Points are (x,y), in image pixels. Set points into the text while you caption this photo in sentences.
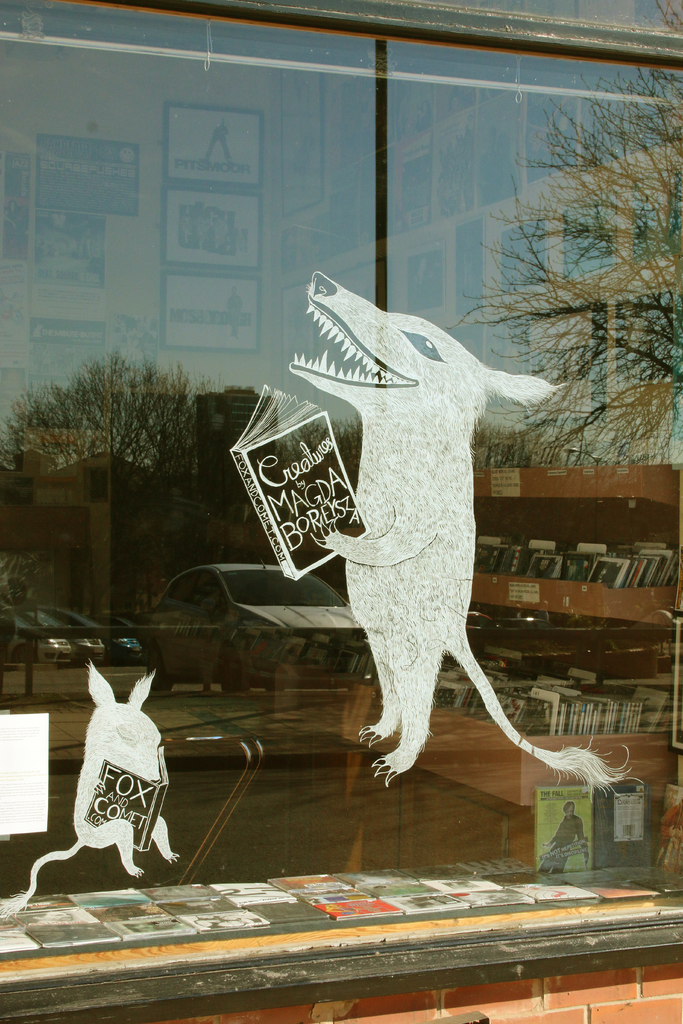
In this picture I can see stickers (433,452) on the transparent glass (247,698), there are books (617,893) on the tables (479,685) and in the racks (655,759), there are frames (417,225) attached to the wall (22,111), there is a reflection (216,591) of vehicles (259,582), trees (669,461) and sky (211,97).
